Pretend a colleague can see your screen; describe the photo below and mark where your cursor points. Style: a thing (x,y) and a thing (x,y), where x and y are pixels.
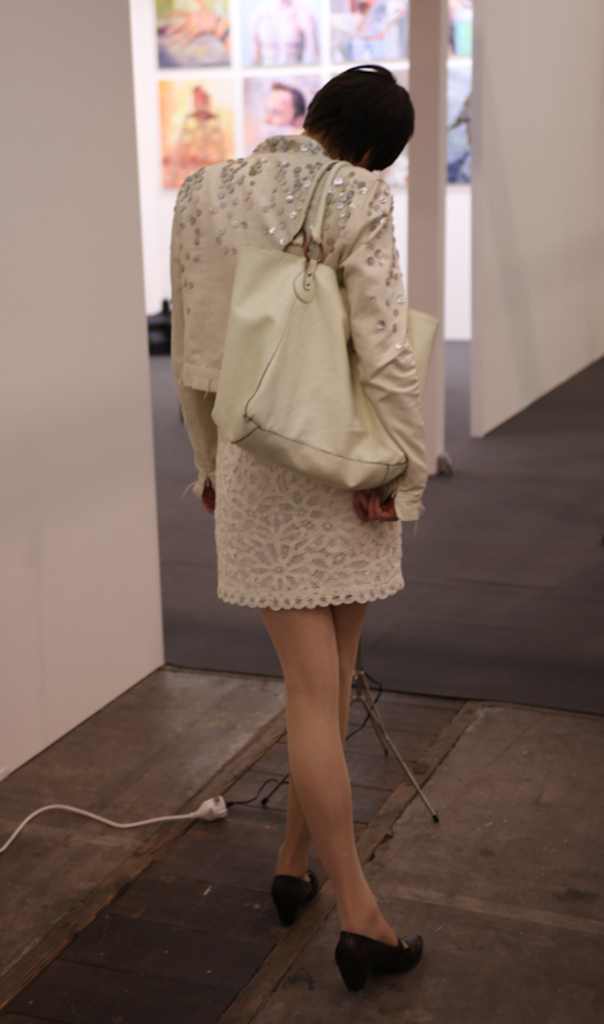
In this picture I can see a person (388,497) standing with a bag (244,405), this is looking like a stand (372,695), and in the background (223,133) there are frames (223,133) attached to the wall (237,86).
